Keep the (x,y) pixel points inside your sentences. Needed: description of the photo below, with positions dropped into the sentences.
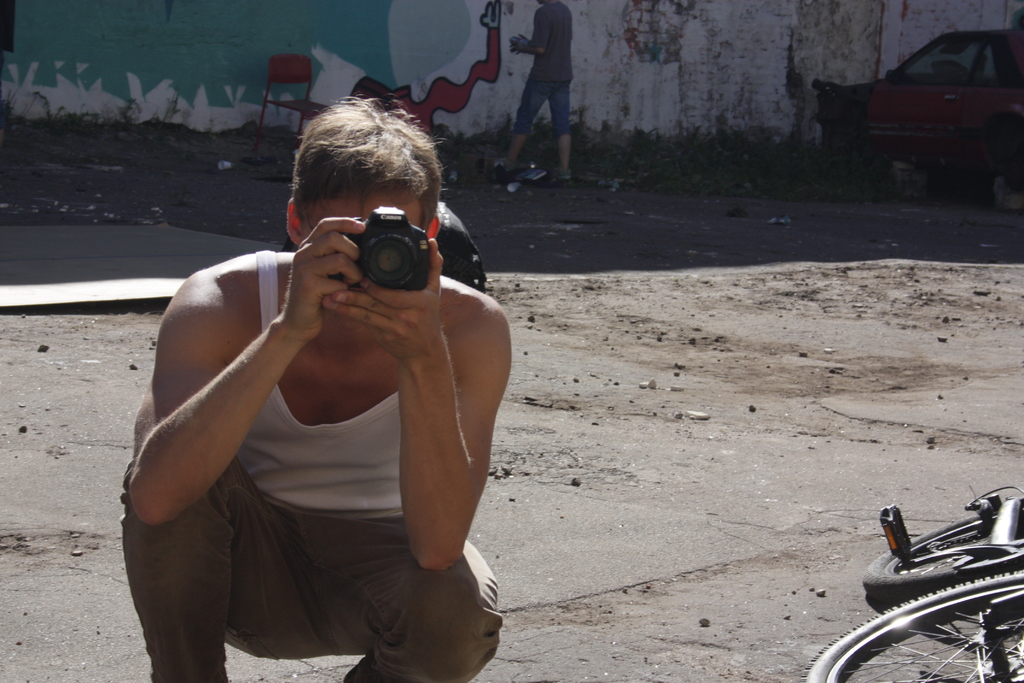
This picture shows a man (411,296) holding a camera (398,280) and taking a picture we see a chair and a bicycle (1022,567) and a man (564,10) standing.
